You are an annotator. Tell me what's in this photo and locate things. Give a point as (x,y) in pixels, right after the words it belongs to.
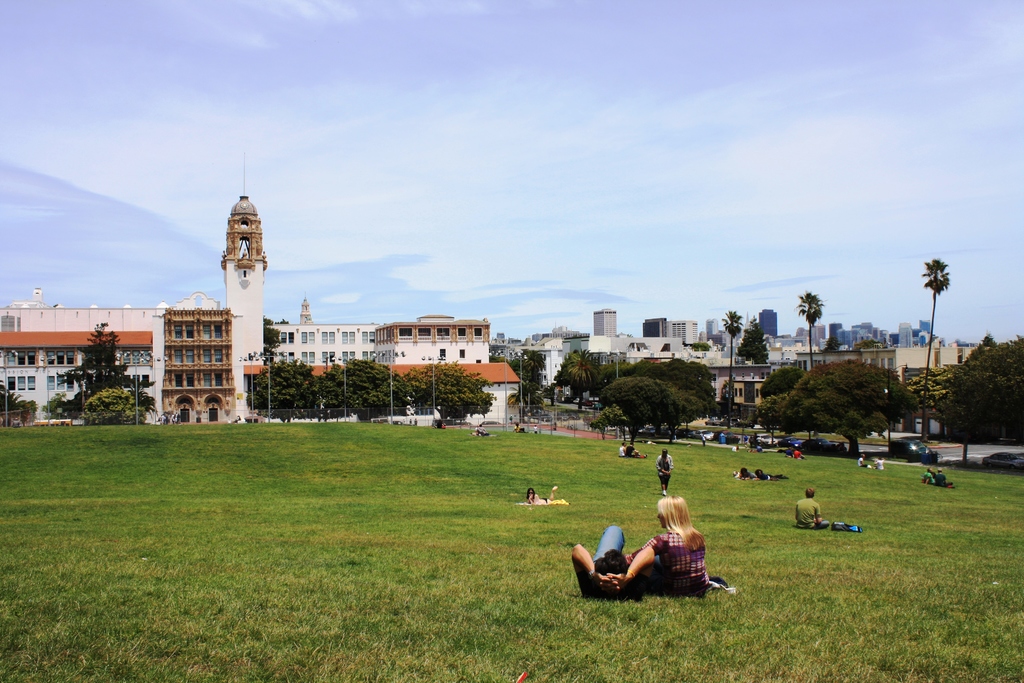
In this image there are a few people (598,551) walking, sitting and laid down on the grass surface (477,486), in the background of the image (682,436) there are vehicles (822,449) on the roads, trees (611,417), lamp posts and buildings (738,378), at the top of the image (236,129) there are clouds (217,166) in the sky (752,301).
